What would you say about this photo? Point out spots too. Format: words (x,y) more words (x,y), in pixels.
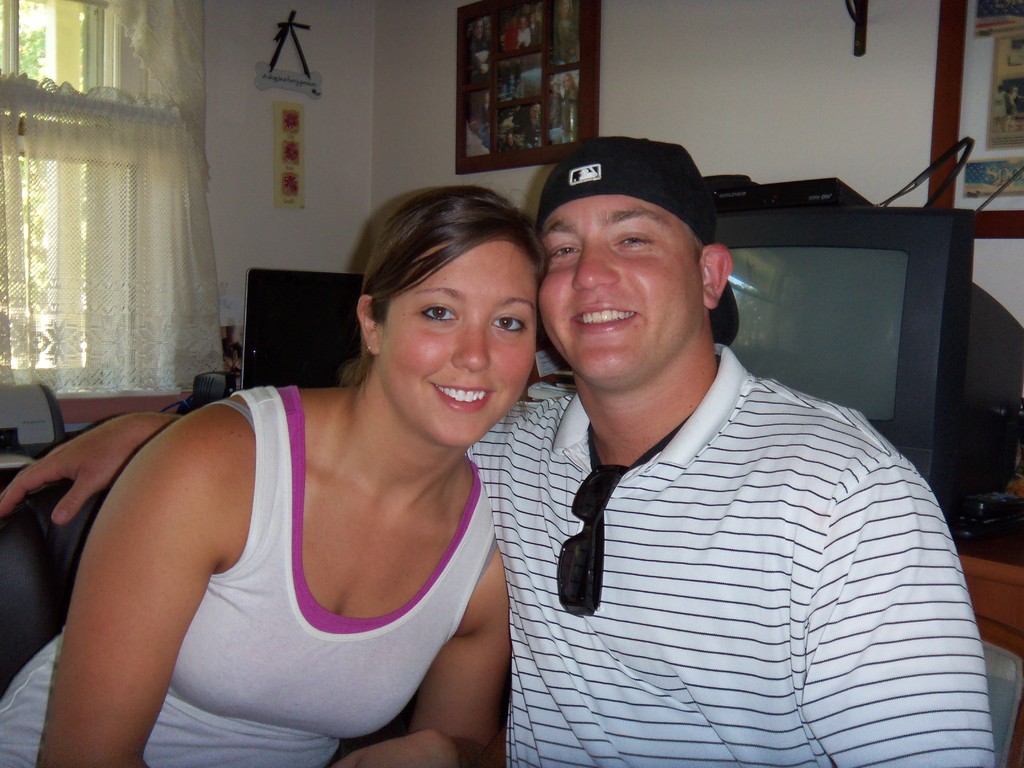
In this image a man (624,531) and a woman (444,522) are sitting. They both are smiling. In the background (854,274) there is TV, on the table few other things (307,332) are there. On the wall (346,98) there are frames (592,89), hangings (285,83). In the top left (38,128) there is a window (55,60) with curtains (80,285).
